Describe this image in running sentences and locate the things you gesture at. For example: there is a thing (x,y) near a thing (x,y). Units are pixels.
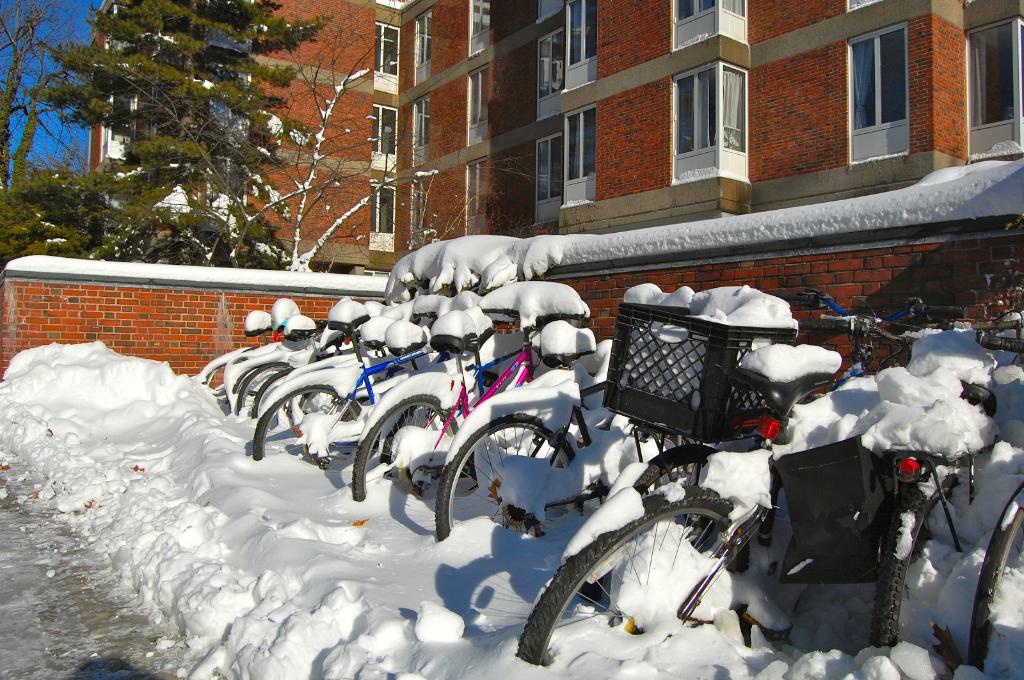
In this image there are bicycles (391,460) covered with snow (908,368), there is a wall (594,265) and building (312,119), trees (161,166) those all are covered with snow (942,212).
